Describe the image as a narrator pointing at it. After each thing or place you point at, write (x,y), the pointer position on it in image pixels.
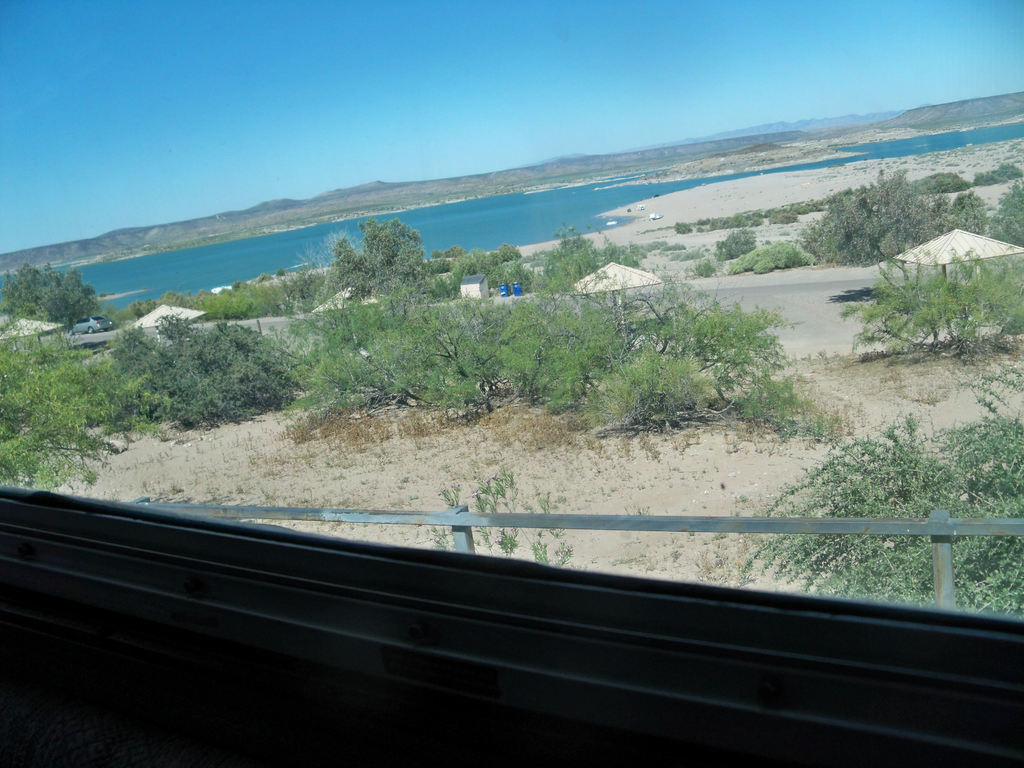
In the center of the image (515,285) we can see a shed (476,287), drums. In the background of the image (412,277) we can see the mountains (1008,107), water (163,264), soil (669,263), trees (549,301), umbrellas (949,240), road (799,328). On the left side of the image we can see a car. At the bottom of the image (955,526) we can see the railing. At the top of the image (382,145) we can see the sky (386,167).
